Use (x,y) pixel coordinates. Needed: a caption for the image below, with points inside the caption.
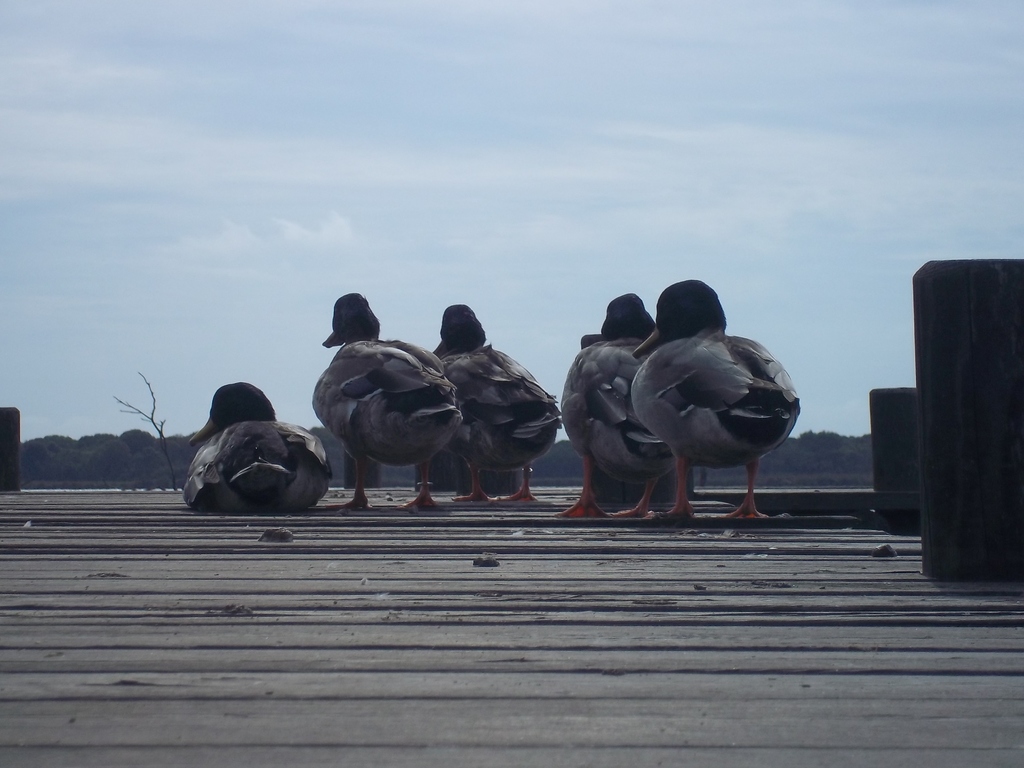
In this image there are ducks (410,431) on a wooden surface (931,607), in the background (159,471) there are trees (787,462) and the sky (406,153).
